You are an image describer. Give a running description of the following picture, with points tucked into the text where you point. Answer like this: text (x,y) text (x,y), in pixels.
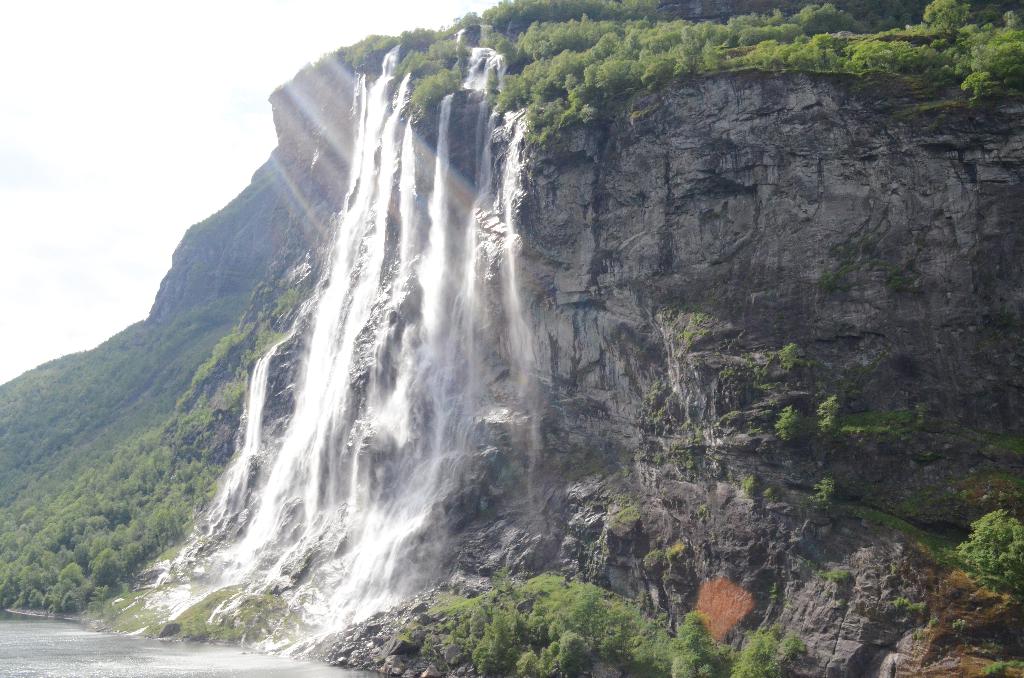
In this image I can see in the middle (508,325) water (484,145) is flowing from this hill (708,255) and there are trees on this hill (774,362). On the left side (161,50) there is the sky (91,158).
